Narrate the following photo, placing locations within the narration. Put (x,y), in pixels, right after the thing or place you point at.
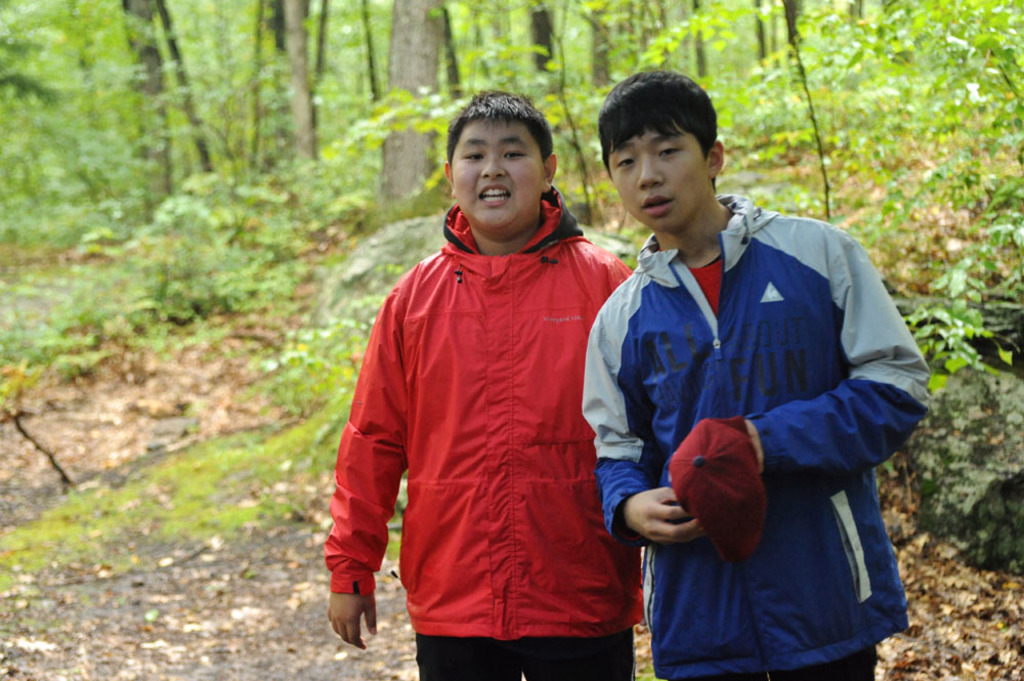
In this image there are persons (506,319) standing in the front (528,404). In the background (62,141) there are trees (368,69) and there is grass (304,358) on the ground (219,422) and there are dry leaves (229,435) on the ground (237,387).
